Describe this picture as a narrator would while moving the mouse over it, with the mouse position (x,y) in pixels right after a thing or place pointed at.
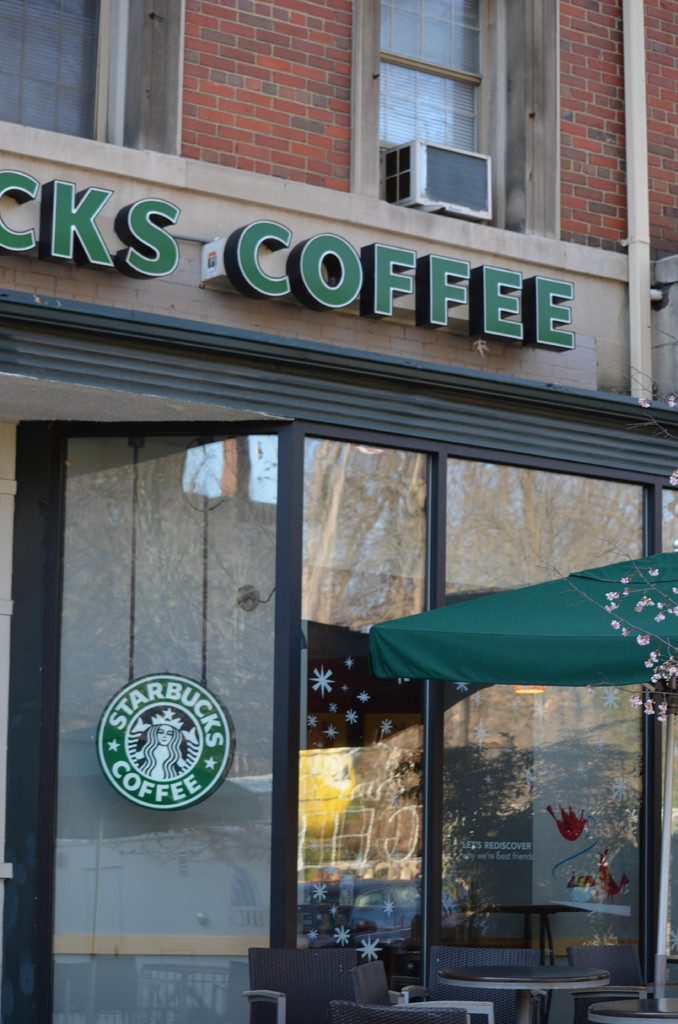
In this image, we can see part of a building (418,433). There is a tent (568,654) on the right side of the image (628,605). There is a table (533,977) and some chairs (462,956) in the bottom right of the image (621,997).
